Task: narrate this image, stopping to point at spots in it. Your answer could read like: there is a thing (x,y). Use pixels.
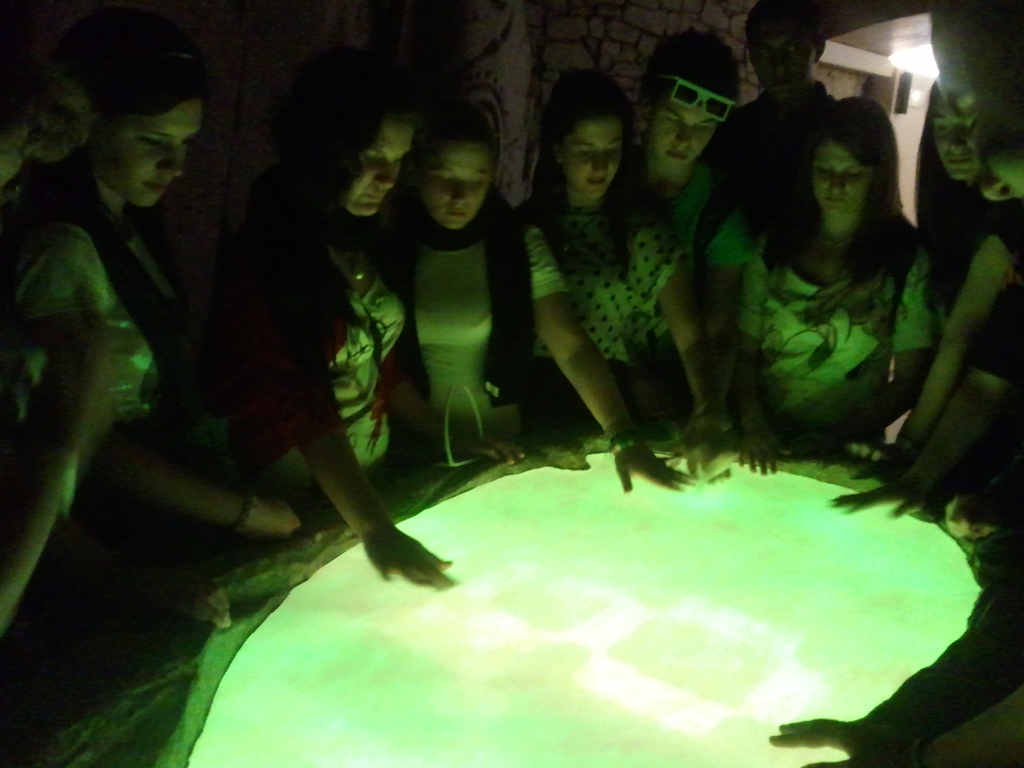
In the picture we can see a table (113,760) with a green color light surface (620,753) on it and around it we can see some women (976,287) and a man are standing and some are touching it by hand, and behind them we can see a wall (601,24).
